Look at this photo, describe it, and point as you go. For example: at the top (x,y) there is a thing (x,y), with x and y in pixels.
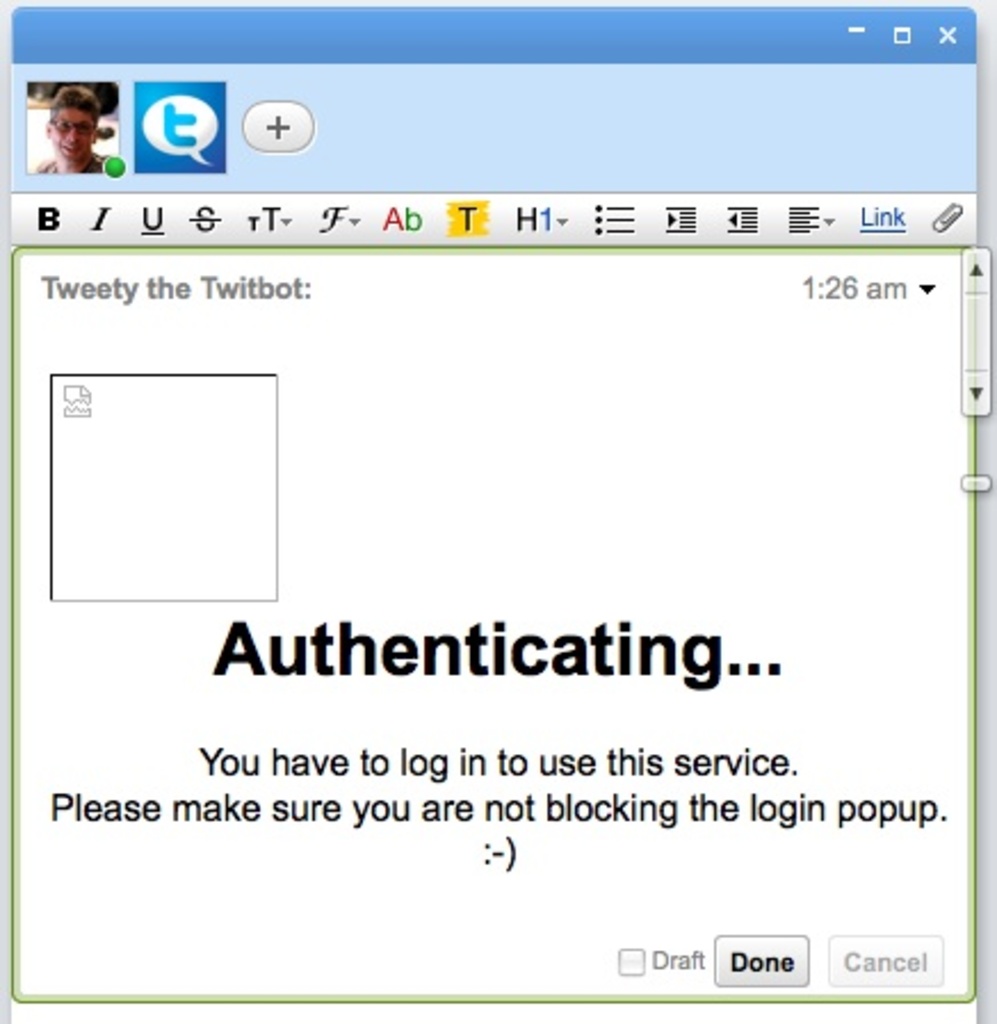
In this picture I can see the twitter page (175,249) in front (293,159) and on the top left corner of this image (61,100) I see the picture of a man (65,135) and I see something written on this page (639,689).
